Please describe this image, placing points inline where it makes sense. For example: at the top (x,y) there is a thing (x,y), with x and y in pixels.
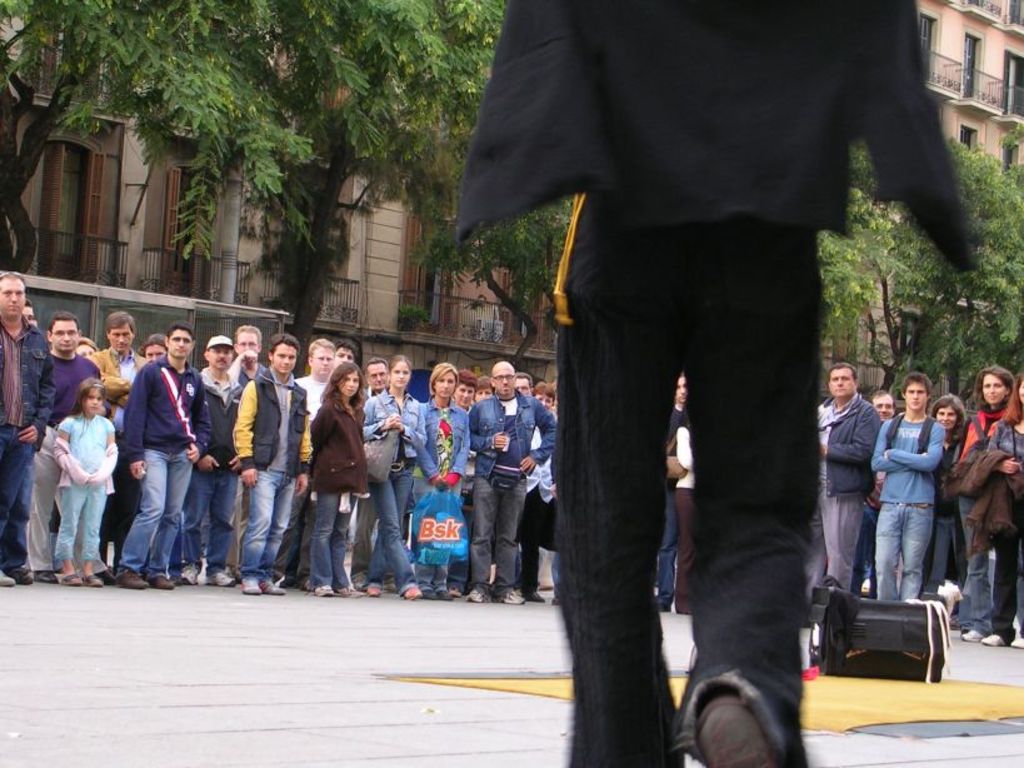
In the image I can see a speaker like thing (888,640) on the mat (808,700) and around there are some people (717,151), buildings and some trees (290,7) and other things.
